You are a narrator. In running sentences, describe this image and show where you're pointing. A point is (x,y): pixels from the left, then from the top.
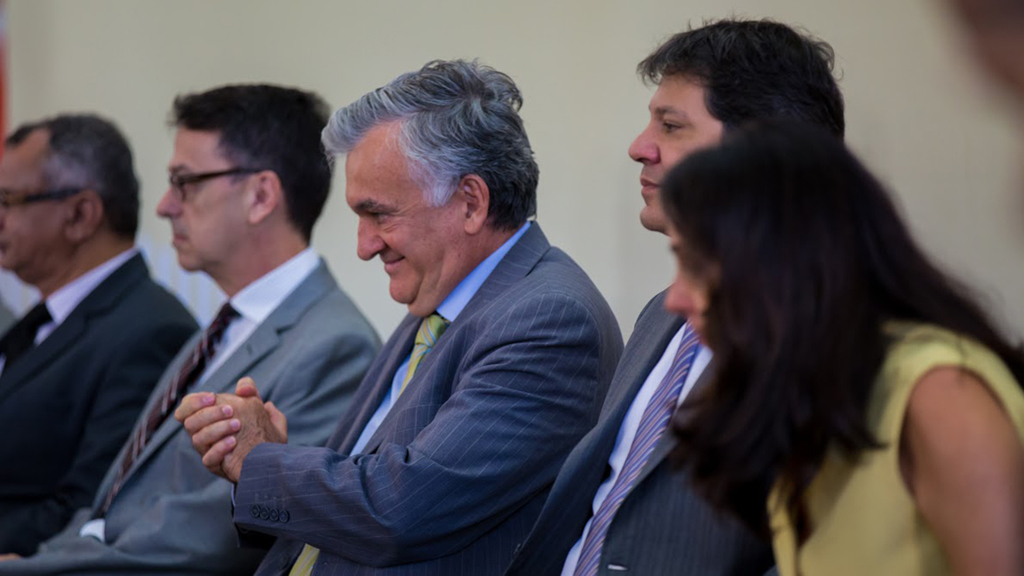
In this image in the foreground (474,326) there are few people (316,334) who are sitting and one person (426,410) is smiling, and in the background (411,65) there is a wall (99,66).
